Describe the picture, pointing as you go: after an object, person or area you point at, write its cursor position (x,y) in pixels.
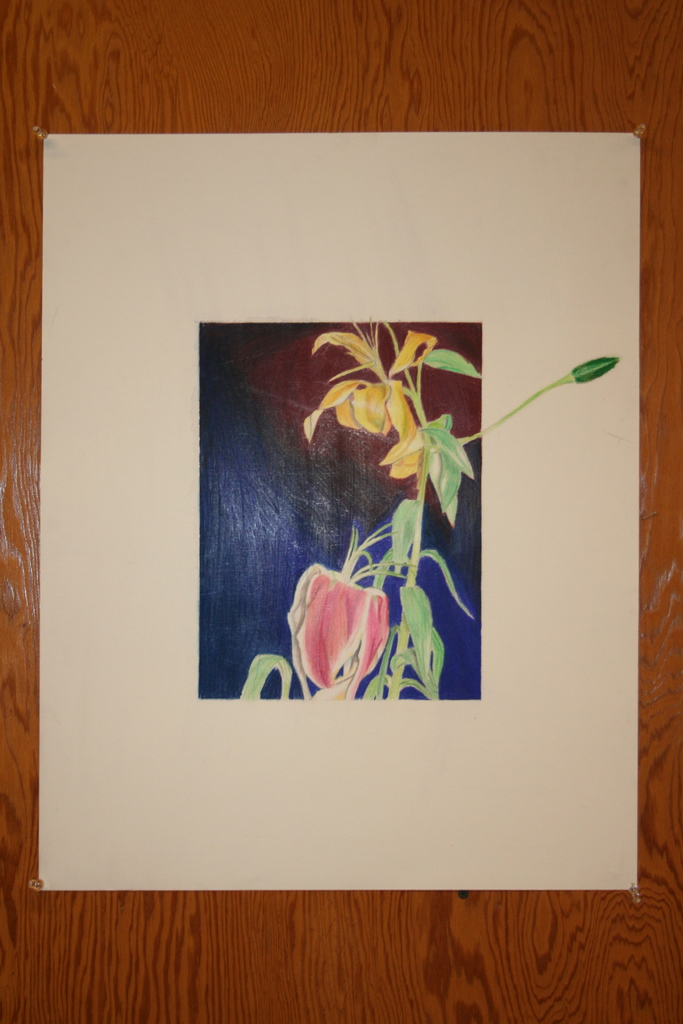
In this image we can see a picture (259,590) on the paper (207,176) which is pasted on the wall (467,95).
